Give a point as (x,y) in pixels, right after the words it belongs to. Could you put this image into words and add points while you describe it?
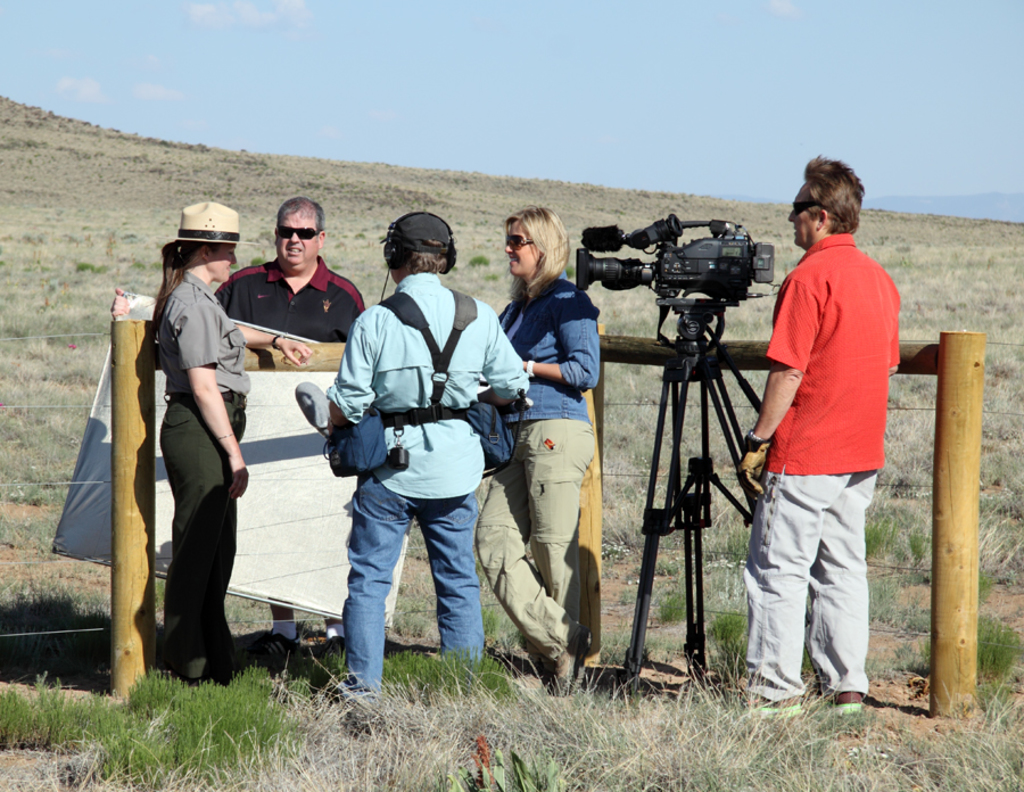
In this image, we can see people (453,616) are standing on the grass (723,752). Here we can see wooden poles (963,551) and camera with stand (691,487). Here a person (330,338) holding a board (90,471). Background (775,64) we can see hill (77,201) and sky (616,121).
